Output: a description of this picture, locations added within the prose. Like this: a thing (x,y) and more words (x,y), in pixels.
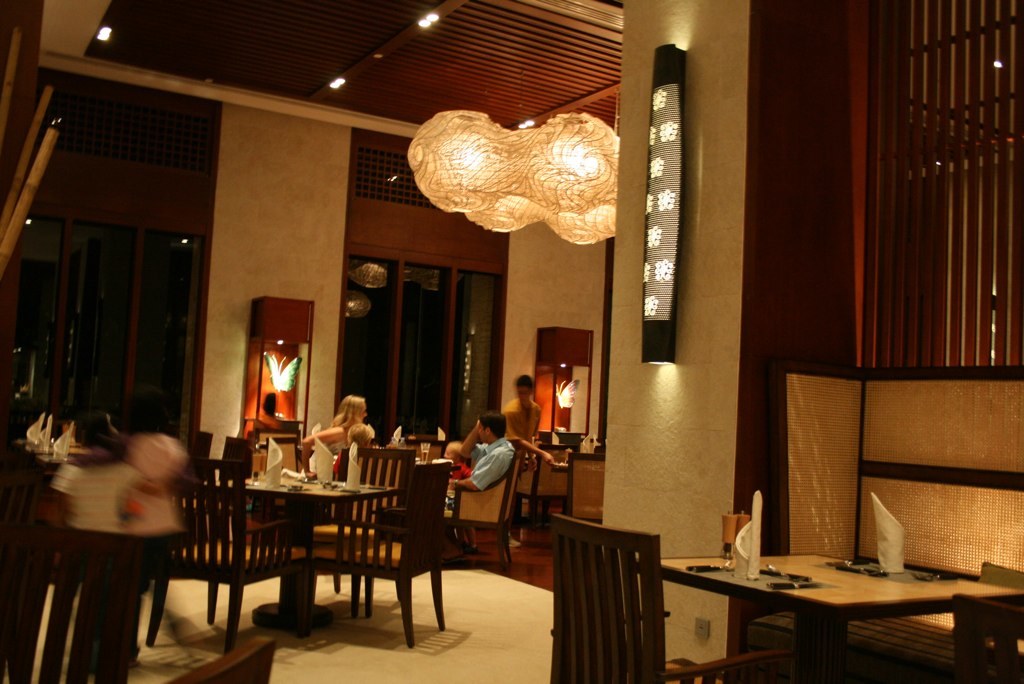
In this picture I can see some persons (505,437) and children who are sitting on the chair (504,506) near to the table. At the bottom (201,473) I can see many dining tables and chairs (202,466). On the tables (295,479) I can see the tray (901,574), water glass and tissue papers (749,534). At the top (433,169) I can see the chandeliers (436,155). On the right (921,357) I can see the wooden partition (972,351). On the left (98,262) I can see the windows (346,301).
